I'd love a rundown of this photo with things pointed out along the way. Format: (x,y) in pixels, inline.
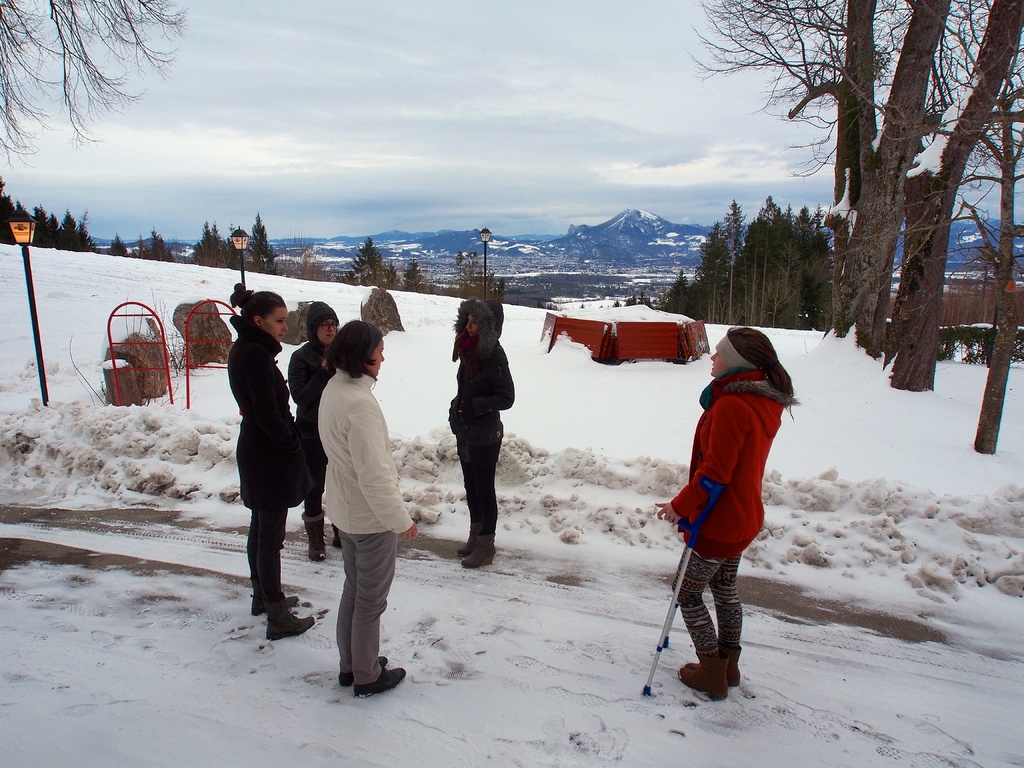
In the image we can see there are many people (335,484) standing, wearing clothes (355,489) and shoes (723,661). Everywhere there is a snow (65,266), white in color. These are the light poles (16,226), trees (473,291), mountains (608,228) and a cloudy sky (513,227).
